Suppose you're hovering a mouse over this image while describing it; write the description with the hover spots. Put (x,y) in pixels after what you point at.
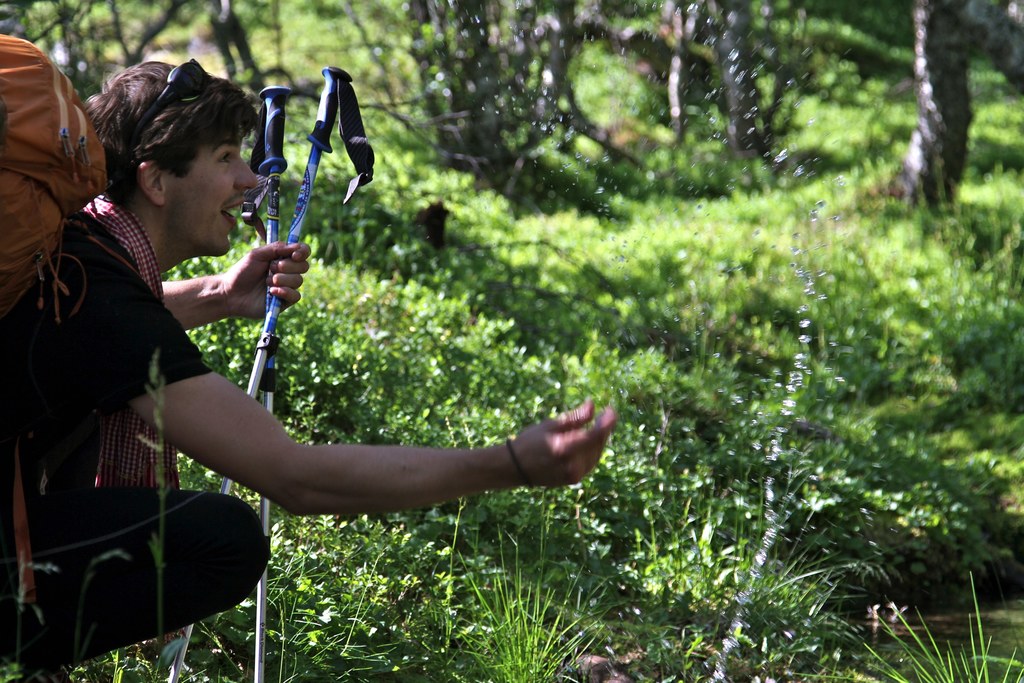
In this picture I can see there is a man (136,283) sitting at the left side (118,484), he is holding ski sticks (267,301) and there is grass (656,561), trees (473,134) in the backdrop (999,259).
